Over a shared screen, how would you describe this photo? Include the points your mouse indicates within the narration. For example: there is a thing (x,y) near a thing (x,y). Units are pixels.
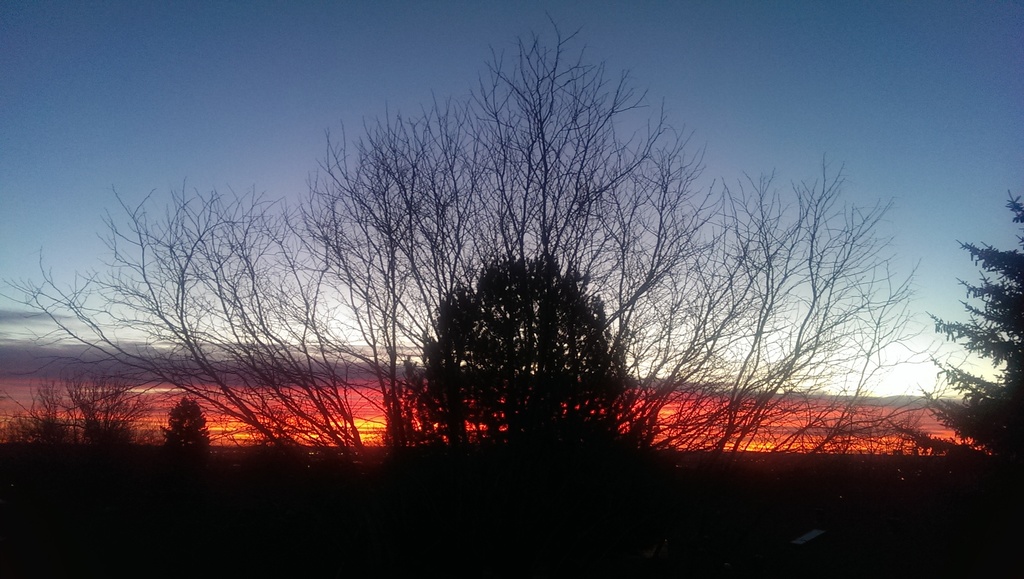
In this image we can see the trees (403,442) and also the sky (593,147) in the background (854,173).
